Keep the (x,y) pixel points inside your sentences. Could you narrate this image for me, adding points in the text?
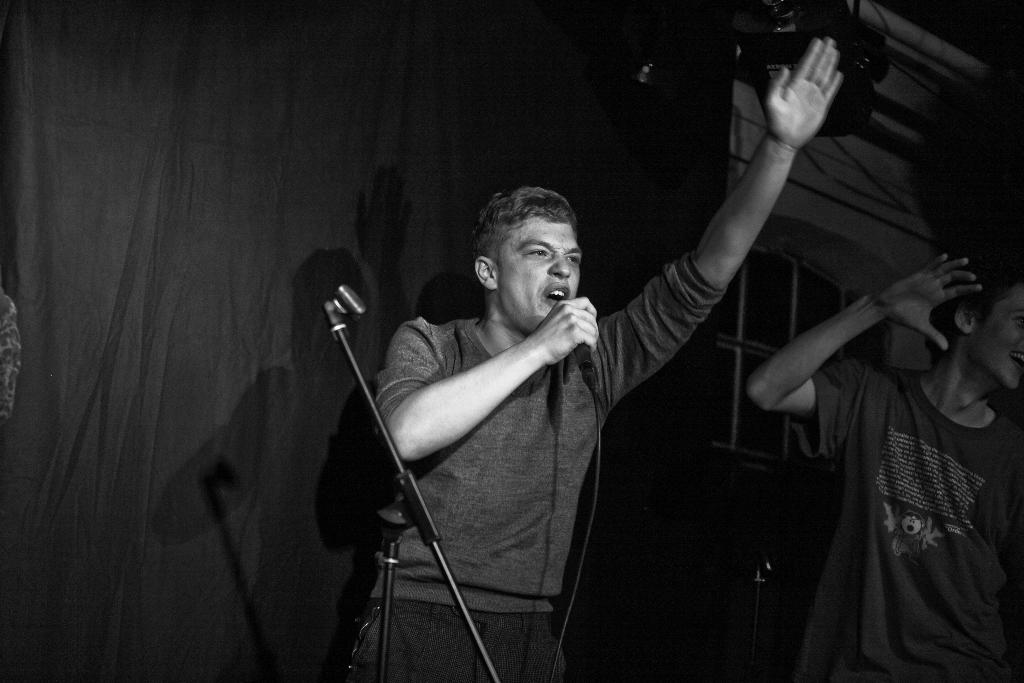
A person (523,416) is singing on mic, beside him there is a person (880,528). Behind him there is a cloth (438,275).
